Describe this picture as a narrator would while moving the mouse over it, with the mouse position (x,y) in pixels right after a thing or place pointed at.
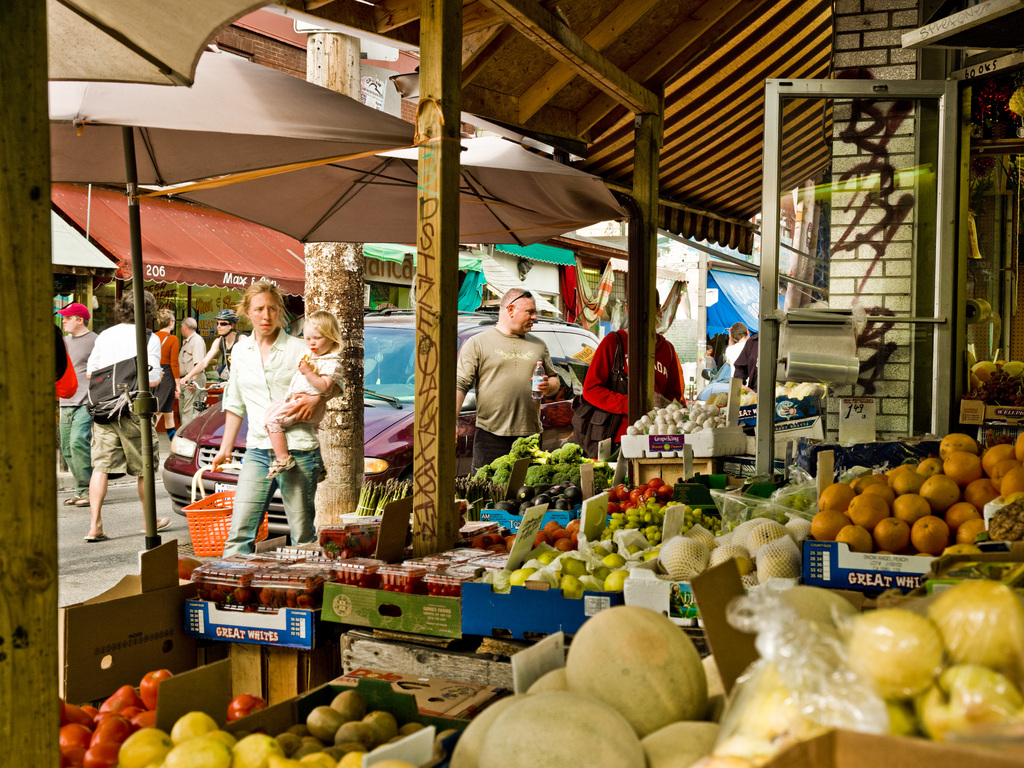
In this image, I can see a shop (423,529) with boards (404,529), fruits (556,532) and vegetables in the baskets (475,704). On the right side of the image (894,360), I can see a glass door (833,407). In front of the shop (820,386), there are few people (149,354) standing, umbrellas (196,153) with poles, a pole (335,401), a person (223,374) riding bicycle (204,392) and I can see a vehicle (203,446) on the road (166,490). In the background (180,323), there are few other shops (172,231).
